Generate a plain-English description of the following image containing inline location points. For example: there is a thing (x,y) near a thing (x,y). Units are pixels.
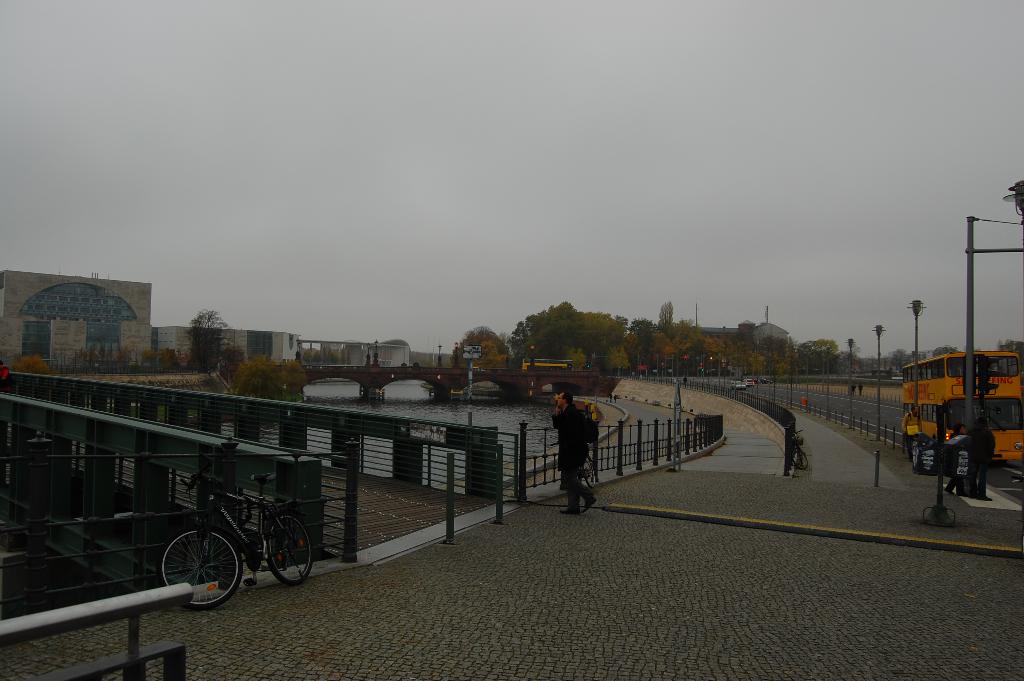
In this picture we can see vehicles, bicycles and few people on the ground (732,573), here we can see poles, bridge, water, buildings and trees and in the background (977,42) we can see the sky (974,59).
